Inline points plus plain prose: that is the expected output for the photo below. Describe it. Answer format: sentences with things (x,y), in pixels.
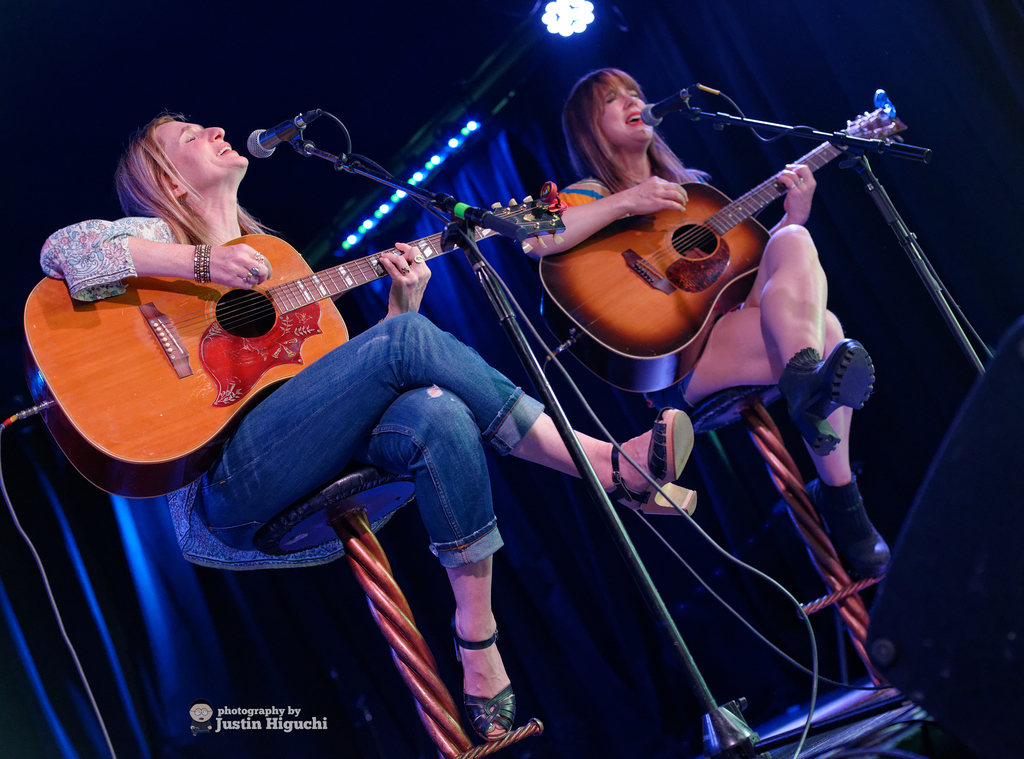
In this picture we can see two woman (198,240) sitting on stool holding guitars (315,351) in their hands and playing it and singing on mics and in the background (374,228) we can see curtain (484,156), light (462,130) and it is dark.
